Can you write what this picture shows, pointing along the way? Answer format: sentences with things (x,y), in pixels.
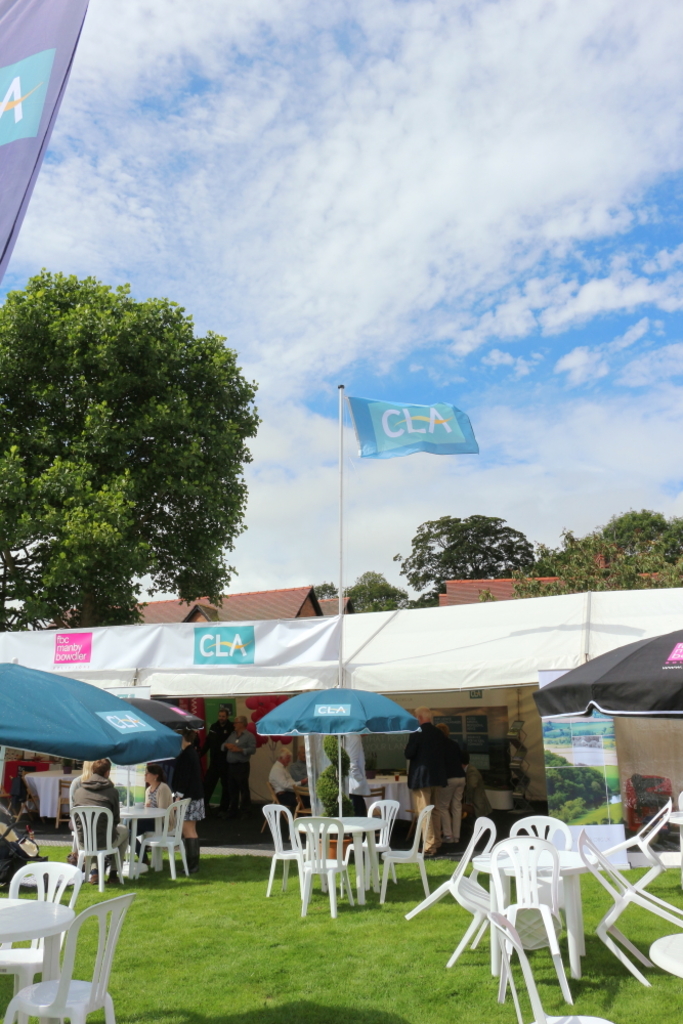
In the center of the image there are tables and chairs (617,907). In the background of the image (575,562) there are trees (208,562). There is a flag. In the bottom of the image (240,936) there is grass (233,1003) and there are many people (101,836) in the image.
